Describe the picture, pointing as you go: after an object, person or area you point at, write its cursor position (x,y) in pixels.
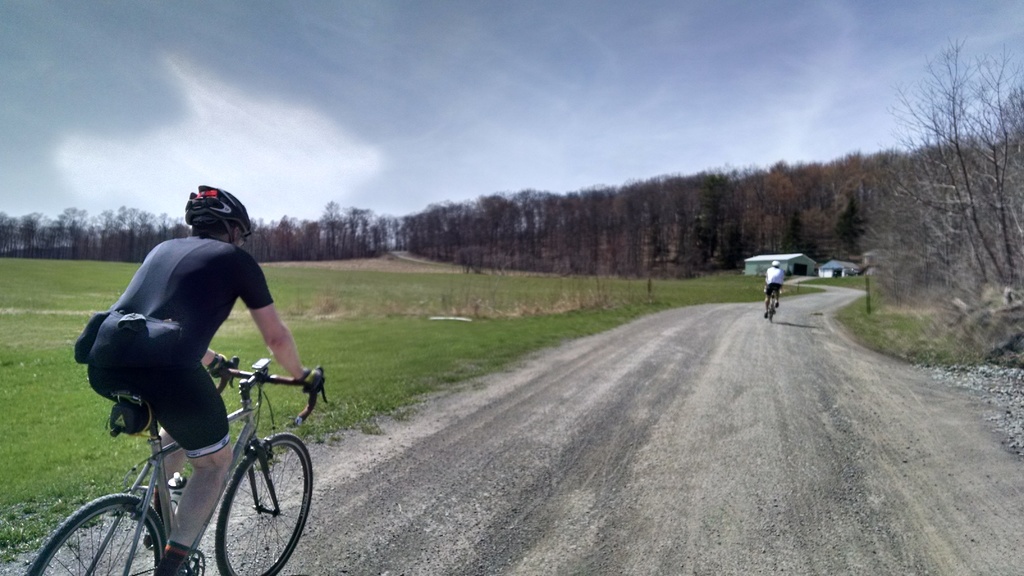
In this image I see 2 persons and both of them are on cycle (772,318) and they are on a path (904,575) and there is grass (66,261) side to them. In the background (14,202) I can see lot of trees (1007,121) and the sky (358,170).
